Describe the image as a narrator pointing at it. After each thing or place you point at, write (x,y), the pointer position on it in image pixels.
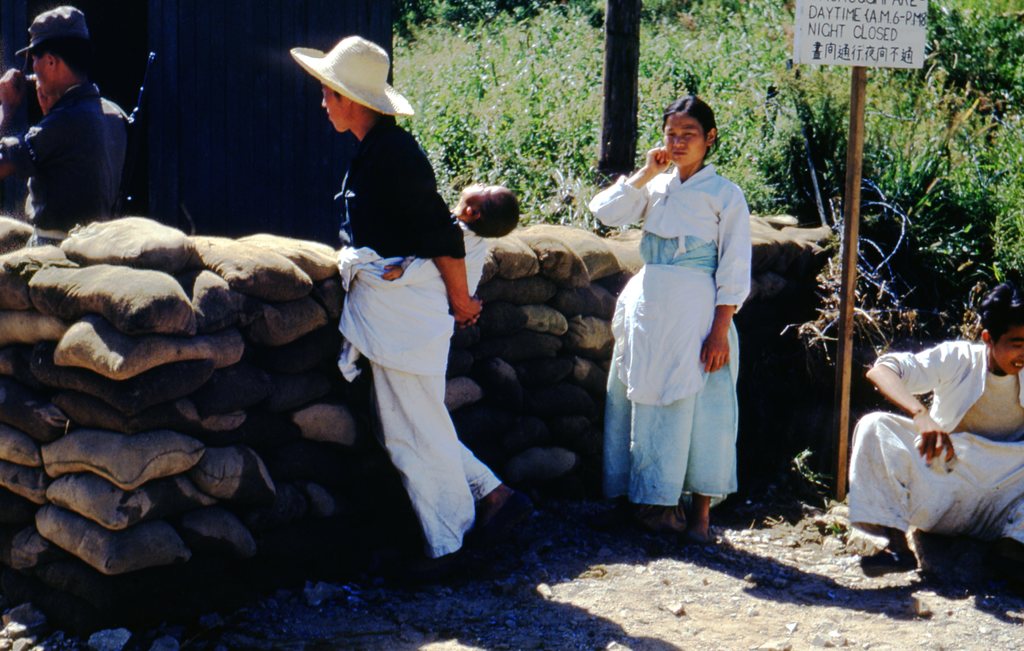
In this image we can see one small house (195,127), some objects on the surface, some stones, one soldier (91,121) carrying a gun (135,111) and holding one object (30,75). One person (915,479) sitting and holding one object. Two women (679,234) are standing and one woman (396,331) with cap (354,83), carrying a baby (474,220). There are some plants (994,57), bushes (922,231) and grass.
